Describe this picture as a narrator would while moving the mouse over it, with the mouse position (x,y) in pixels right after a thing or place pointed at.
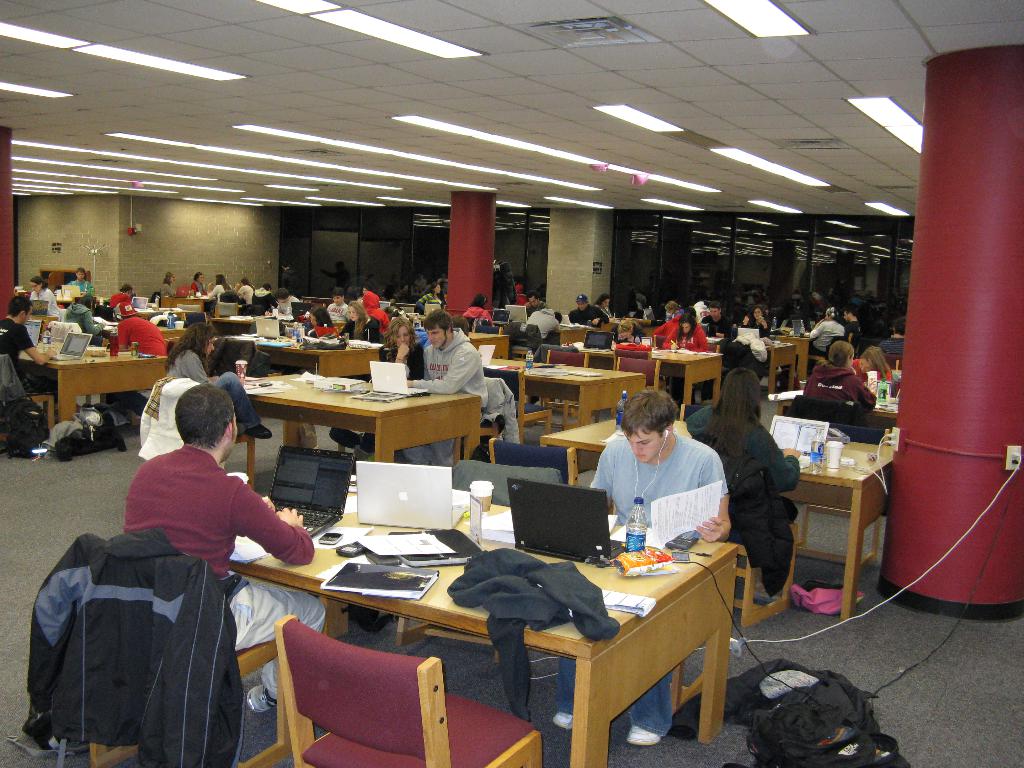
This picture is clicked inside a room (928,670). There are many chairs (572,362) and tables (564,387) in the images. There are people (225,543) sitting on chairs (207,602). On the table (263,560) there are laptops (420,500), bottles (634,545), books (370,578), mobile phones (333,542) and jackets (558,600). There are lights (583,157) to the ceiling (405,67). In the background (202,212) there is wall (206,233) and glass windows (837,264).
